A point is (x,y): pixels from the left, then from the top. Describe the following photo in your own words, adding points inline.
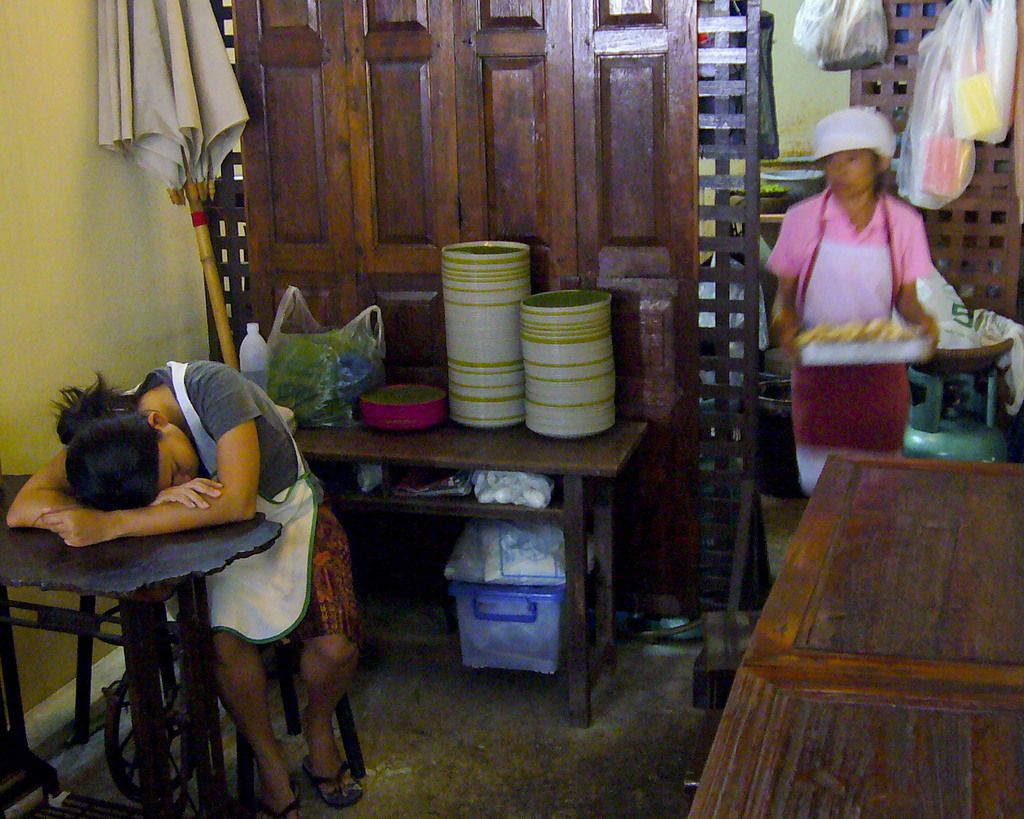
this picture shows a woman (299,528) seated and we see a woman (921,326) standing and holding a tray (802,355) and we see few plates (464,336).
